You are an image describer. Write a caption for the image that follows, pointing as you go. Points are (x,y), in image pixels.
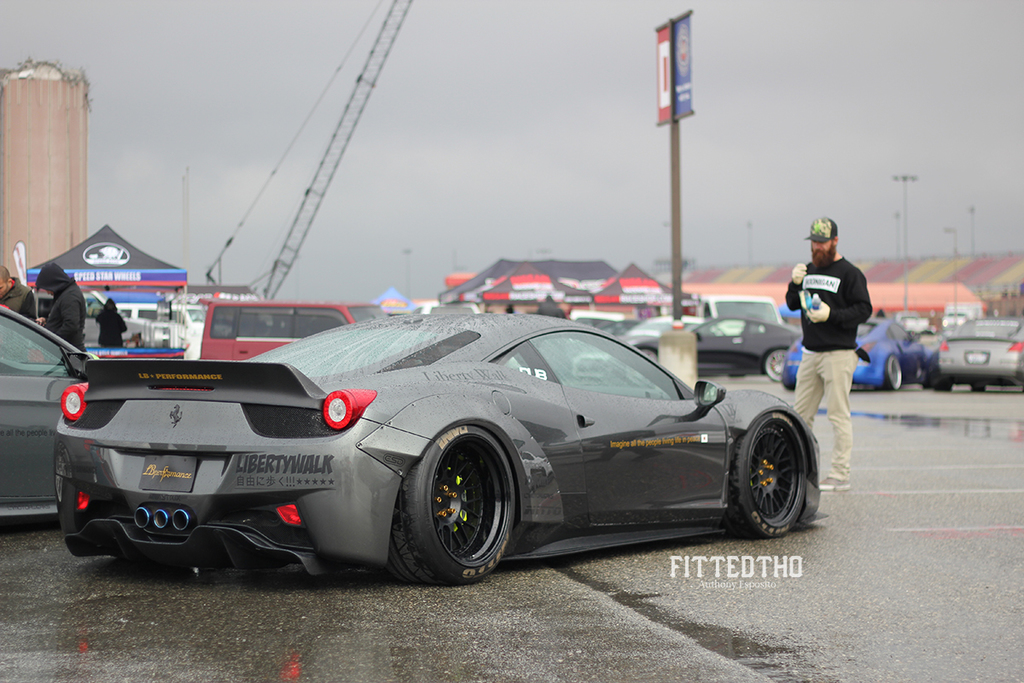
There are many vehicles (558,317) on the road (918,542). There is a person (820,343) wearing cap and gloves (824,307) is holding something. Also there is a pole (672,82) with a board (679,71). In the back (316,154) there is sky (261,98), crane (332,141) and buildings (744,274).
